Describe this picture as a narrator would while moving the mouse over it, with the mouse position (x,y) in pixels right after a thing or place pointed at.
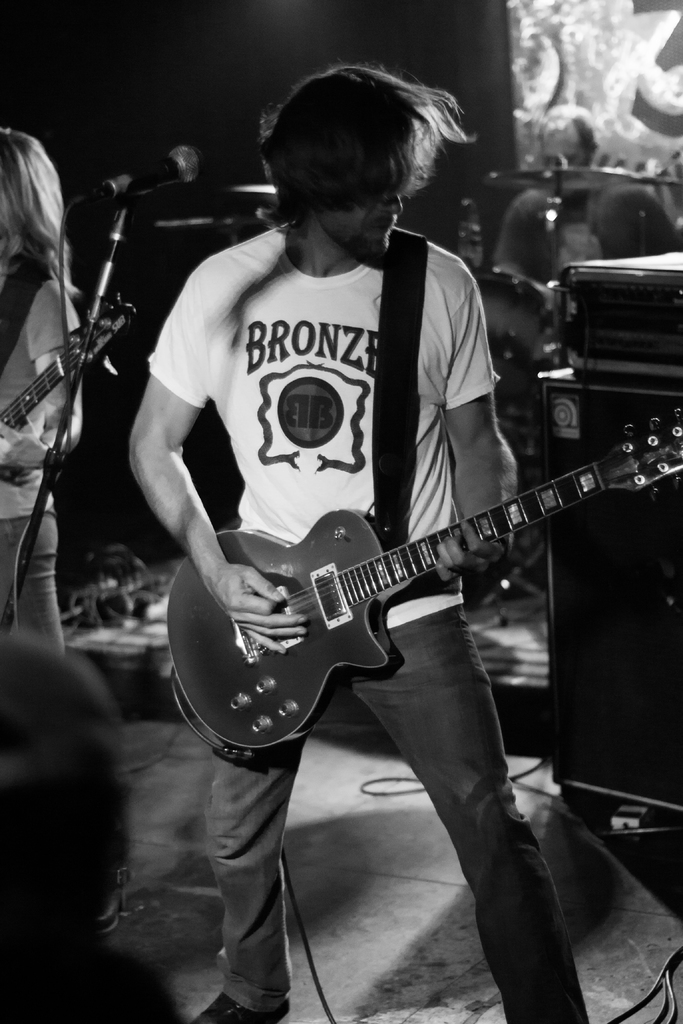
In the image we can see there is a man (418,97) who is standing and he is playing a guitar (347,582) and beside him there is a mike (150,176) with a stand (93,300) and beside it there is a woman (27,282) who is standing holding a guitar (76,360) and behind the person (441,392) there are speakers (587,326) and drums (550,209) and a person (574,203) sitting on it.
